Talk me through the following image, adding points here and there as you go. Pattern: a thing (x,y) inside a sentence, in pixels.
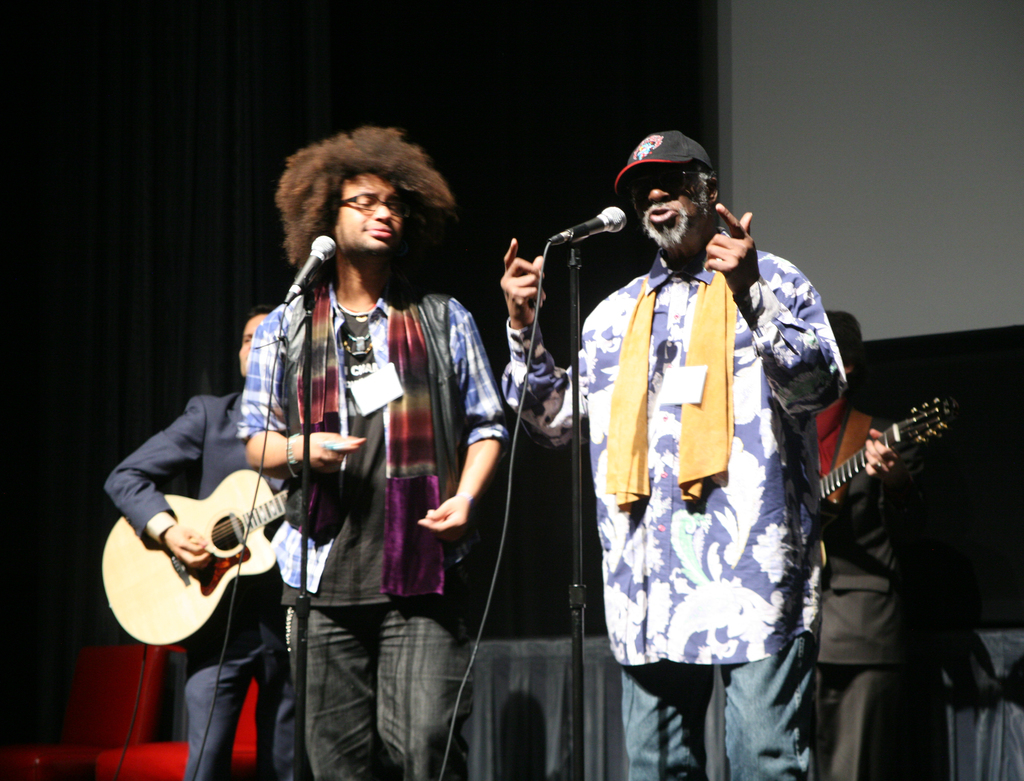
In this image, there are four persons (334,484) standing and wearing colorful clothes (422,357). These two persons (521,385) are standing in front of these mics (615,220). This person (325,194) is wearing spectacles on his head (392,225). This person (691,186) is wearing a cap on his head (665,219). These two persons (151,456) are holding and playing a guitar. There are two persons (208,712) behind this person (680,192).
